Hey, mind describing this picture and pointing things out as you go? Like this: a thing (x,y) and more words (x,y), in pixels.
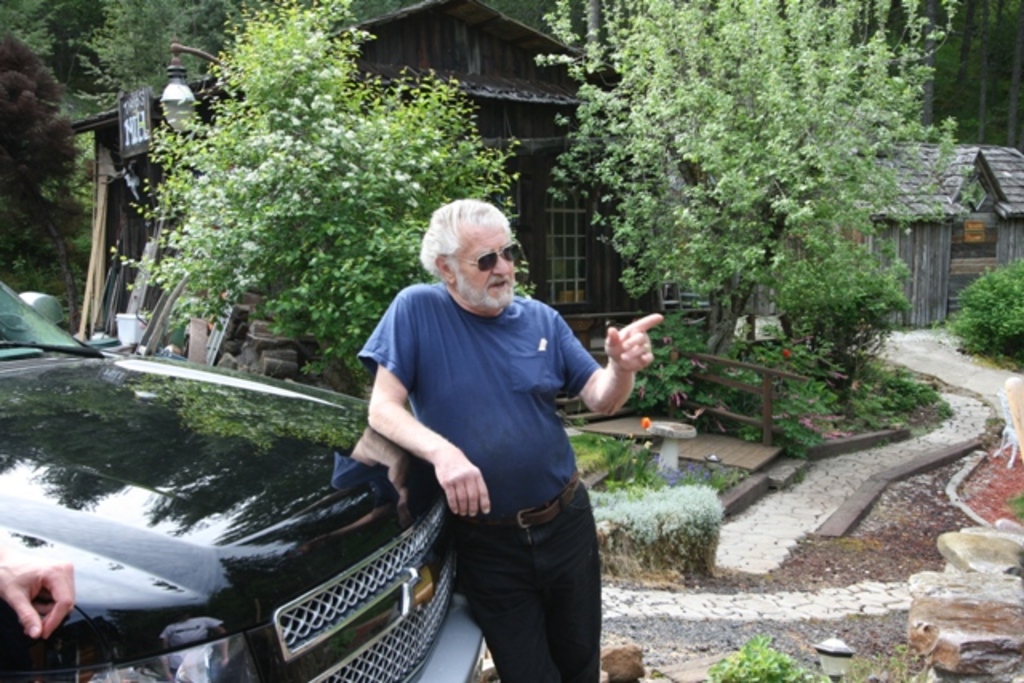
This image is taken outdoors. In the background (297,204) there are many trees (569,58) with leaves (107,79), stems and branches (900,74). There are two huts (592,198). There is a light (168,114) and there is a board (136,123) with a text (133,132) on it. There are a few stones (287,341) and there are a few trees (627,234) and plants (801,344) on the ground (932,378). On the right side of the image (712,628) there is a ground (821,580) and there is a floor (955,441). There are a few rocks (982,646). On the left side of the image (69,582) there is a person (33,582) and a car (43,469) is parked on the ground (812,556). The car (320,546) is black in color. In the middle of the image (467,338) a man (478,348) is standing.
